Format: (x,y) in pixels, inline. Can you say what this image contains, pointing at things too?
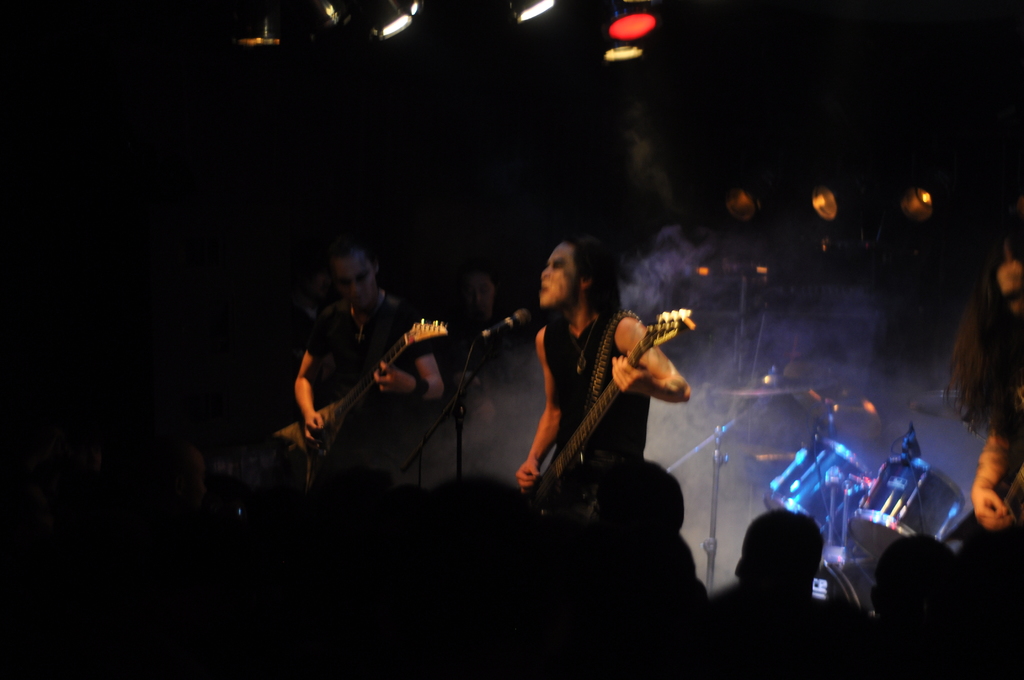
This picture shows two man (560,243) holding a guitar (409,341) in their hands (312,429) and playing it and we see a microphone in front of them and we see audience (586,608) watching them.
